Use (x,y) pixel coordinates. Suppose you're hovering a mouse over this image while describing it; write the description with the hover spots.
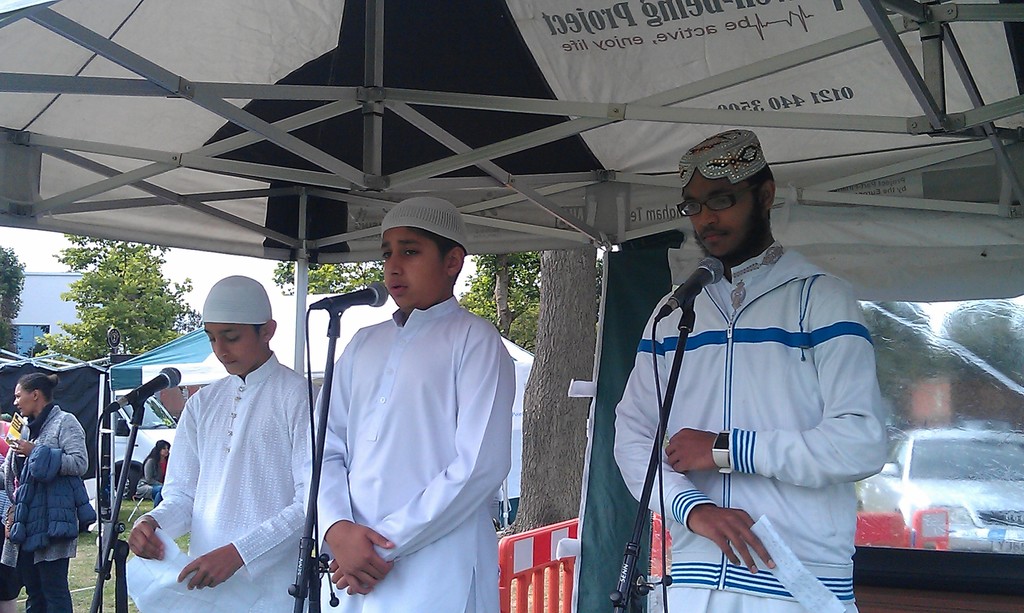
At the top (154,85) we can see beams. Under the tent (613,425) we can see people (838,358) standing near to the microphones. On the right side (1015,441) we can see a car (1018,457) and barricades (918,535). On the left side of the picture (186,271) we can see the sky (202,271), trees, people (64,444), vehicle (117,473), grass (90,546) and tents (212,364).
